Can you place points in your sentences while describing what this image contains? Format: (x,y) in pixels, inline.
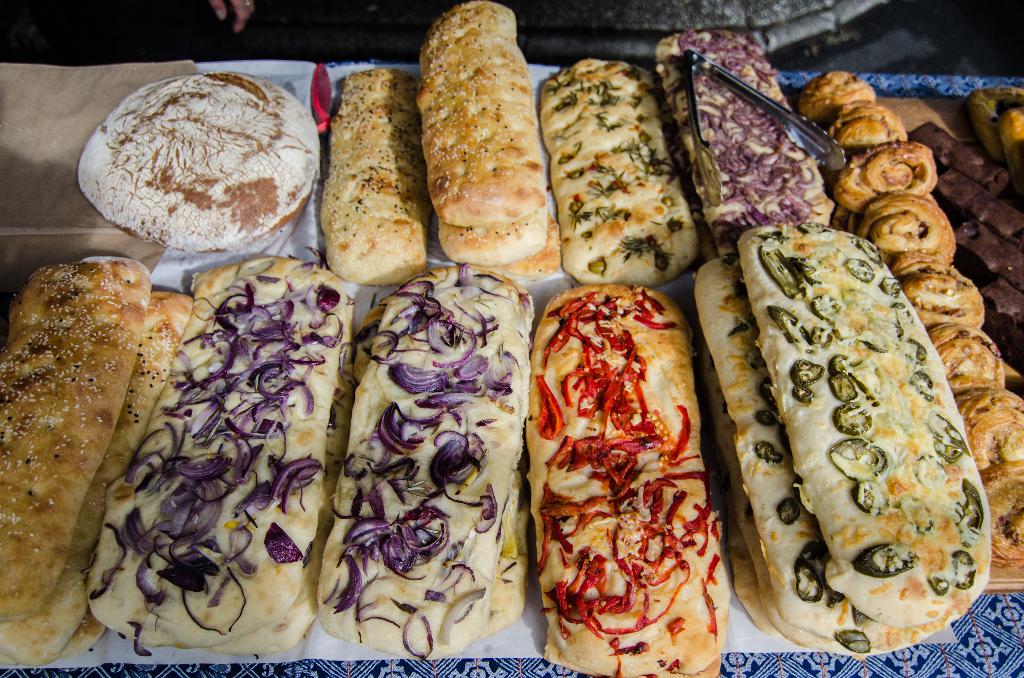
In this picture we can see a table (923,660). On the table (923,660) we can see the papers (125,646), food items (669,274) and holder (817,147). At the top of the image (559,54) we can see the floor (892,48) and person's hand (222,15).
